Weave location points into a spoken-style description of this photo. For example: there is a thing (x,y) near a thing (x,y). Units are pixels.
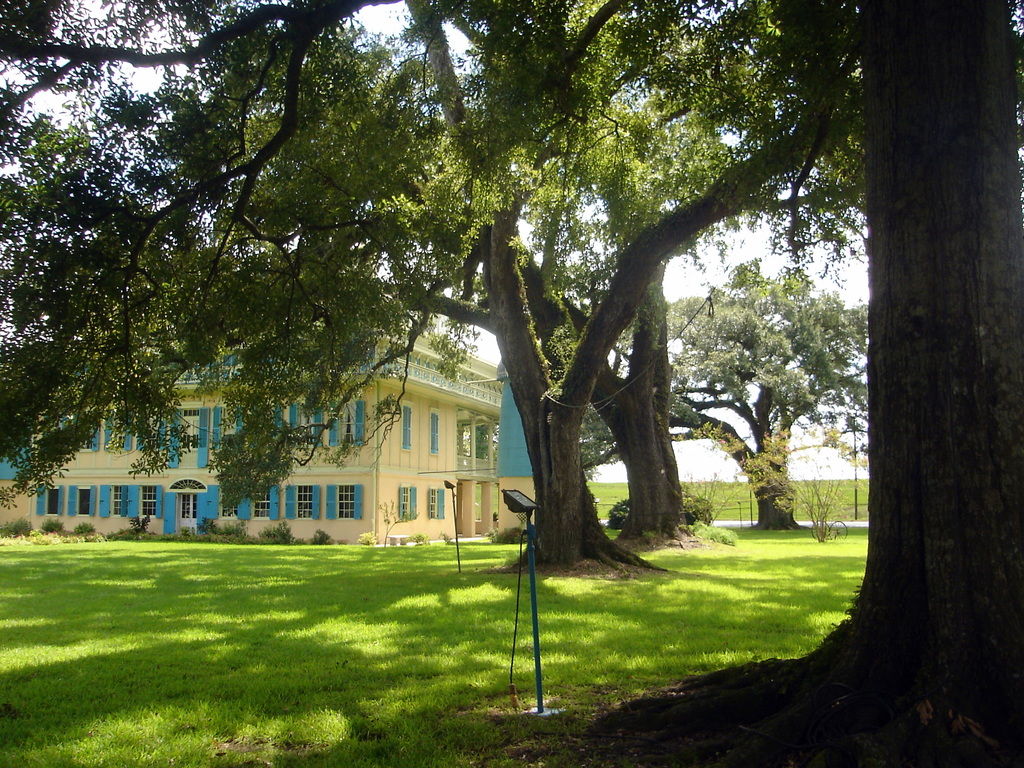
In this picture there is a building (454,432). On the bottom (288,684) you can see grass (581,679) and lights (511,494). In the background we can see farmland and trees (591,339). Here it's a sky (767,246). On the left (160,531) we can see plants (135,527) near to the windows (304,515).
